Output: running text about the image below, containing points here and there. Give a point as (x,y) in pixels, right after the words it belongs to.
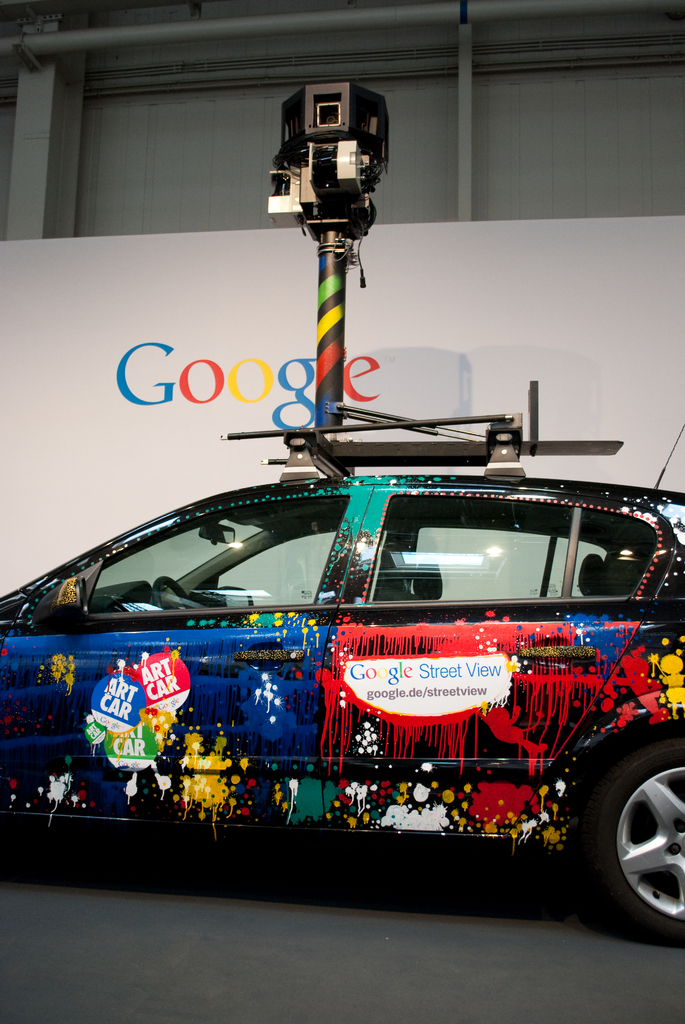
In this image we can see a car (297,719) on the floor (428,921). In the background (136,318), we can see a pole (329,321), wall (290,354).
